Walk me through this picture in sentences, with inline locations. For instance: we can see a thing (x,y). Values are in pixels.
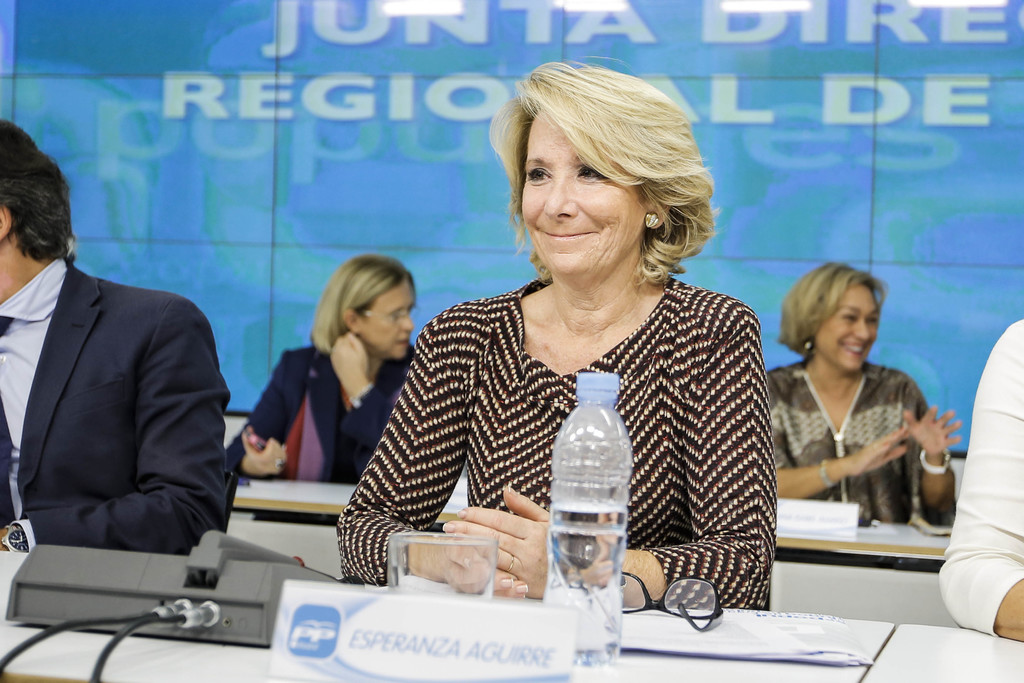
As we can see in the image there are few people (498,339) sitting and there are tables (110,655). On tables (105,677) there is a microphone (190,590), bottle (598,557), spectacles (668,588) and paper (672,639).
